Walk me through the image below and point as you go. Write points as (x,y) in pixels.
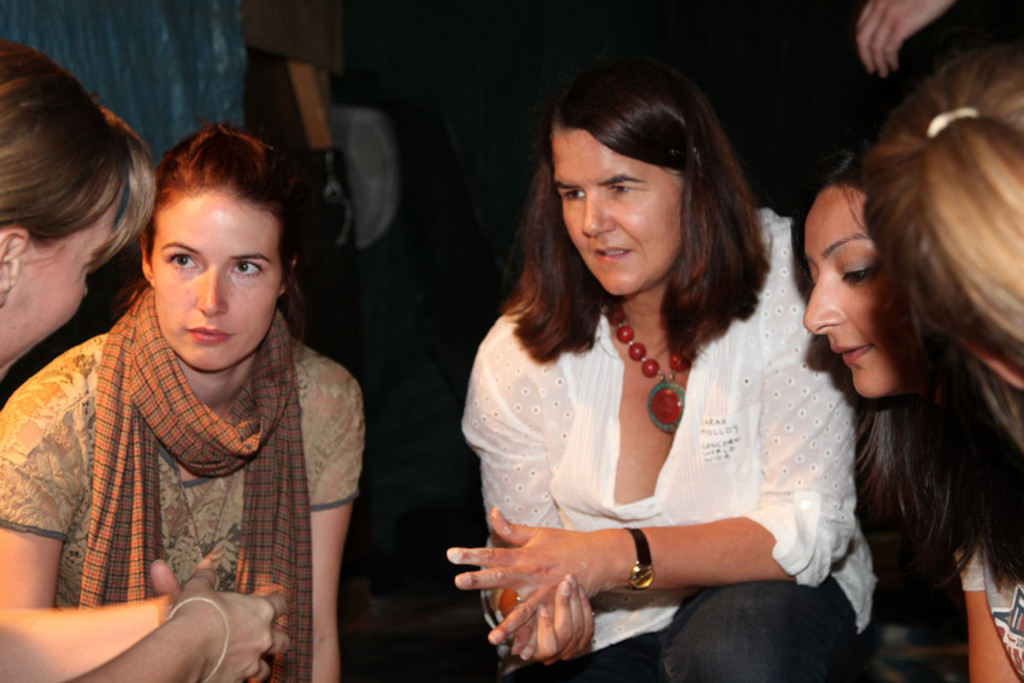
In this picture, we see five women (761,405) sitting on the floor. On the left side of the picture (86,296), we see the woman (42,333) talking to the other women (559,421). The woman (697,395) in the middle of the picture (598,391) wearing a white dress (548,464) is wearing a watch (637,539) and she is trying to talk something. In the background (366,164), it is black. On the left side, we see a blue color sheet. This picture might be clicked in the dark.
